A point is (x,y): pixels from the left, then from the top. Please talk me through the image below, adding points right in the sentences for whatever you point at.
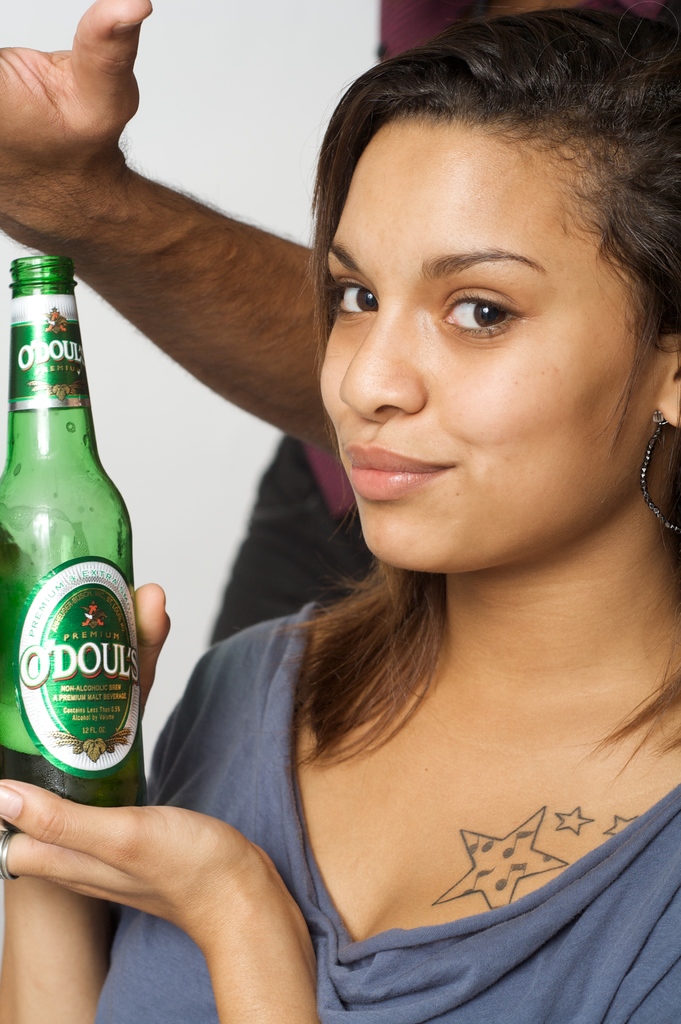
In this image there is a lady person (390,938) wearing blue color dress (536,958) holding a bottle (45,740).
